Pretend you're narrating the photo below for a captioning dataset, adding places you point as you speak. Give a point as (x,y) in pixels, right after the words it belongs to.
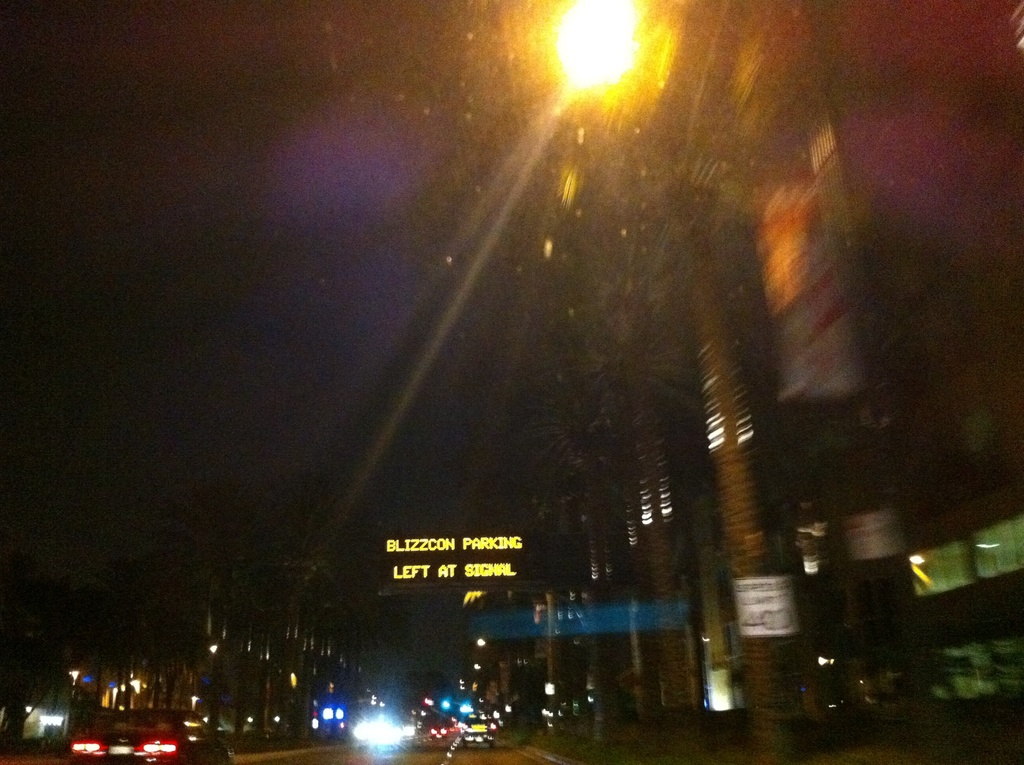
In this picture we can see vehicles (486,718) on the road (498,742), light (460,710), trees (665,661), building (714,660) and board (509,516). In the background of the image (423,405) it is dark.
